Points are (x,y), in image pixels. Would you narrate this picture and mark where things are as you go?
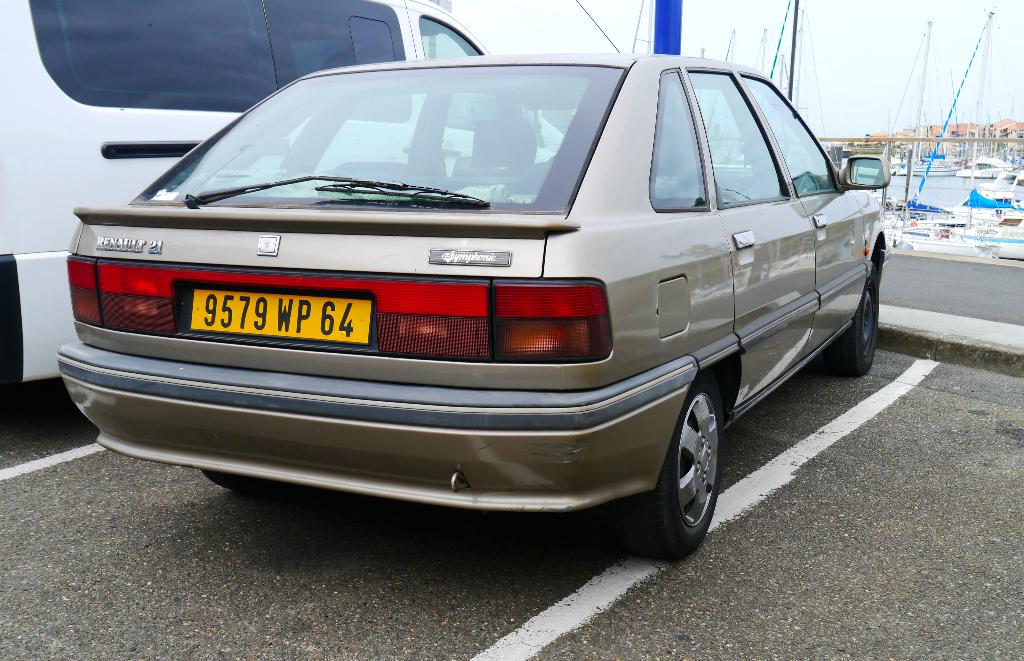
In this picture there is a car (572,73) in the center of the image (575,292) and there is a van (228,93) at the top side of the image (273,81) and there are ships (909,203) on the water (888,191) in the background area of the image (922,209).
